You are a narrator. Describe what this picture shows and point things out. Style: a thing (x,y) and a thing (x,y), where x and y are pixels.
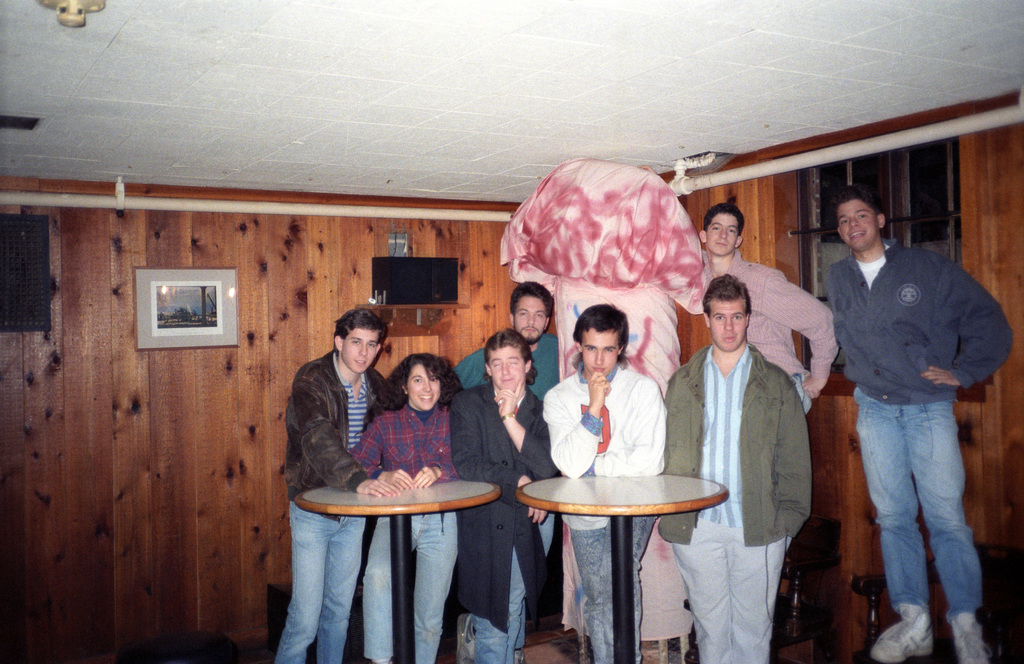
In this picture there are seven men (510,370) and one lady (409,417) are standing. In front of them there are two tables (593,504). In the background (182,287) there is a frame (196,296) and a speaker (430,286) on the top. lady (418,436) wearing a checked shirt (422,445) and most others (770,398) are wearing jackets (765,379). And to the right side (897,210) there is a window (901,213).
